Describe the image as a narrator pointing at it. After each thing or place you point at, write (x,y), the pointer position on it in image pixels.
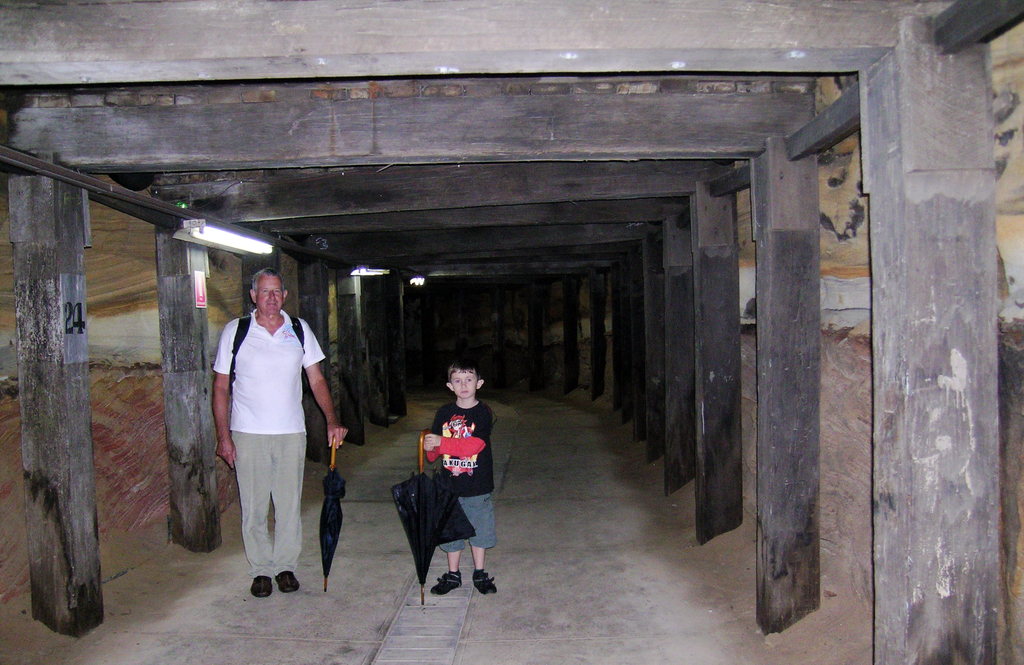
I think it is a inside picture of a tunnel (791,335). This tunnel (570,136) has wood pillars (48,331). The bulbs (208,242) are connected with the roof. The man (260,366) and boy (457,369) are standing inside this tunnel (651,419). Both are holding umbrella (333,494). This man (292,368) wore white t-shirt (282,407) and ash trouser (289,473).
